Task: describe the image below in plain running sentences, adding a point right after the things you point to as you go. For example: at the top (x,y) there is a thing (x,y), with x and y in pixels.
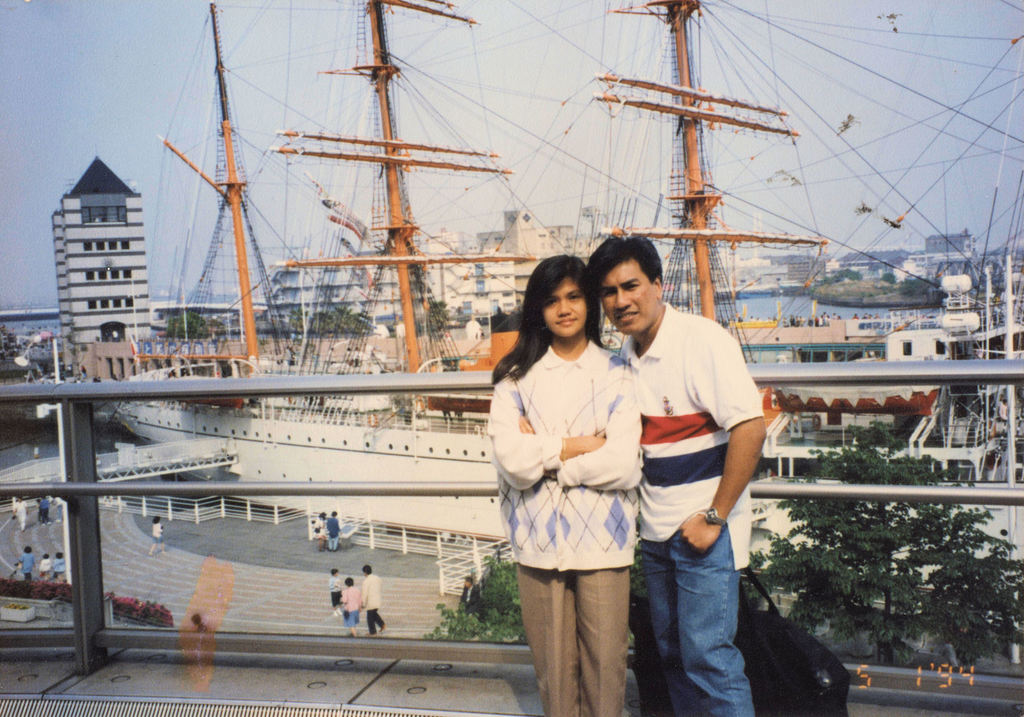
There is a man (680,459) and woman (636,429) standing. In the back (384,507) there is a railing (387,490) and ship (223,423). On the ship (232,408) there are poles (305,262) and ropes (810,196). Also there are many people (811,321), trees (928,608) and buildings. In the background (569,147) there is sky (170,14).
